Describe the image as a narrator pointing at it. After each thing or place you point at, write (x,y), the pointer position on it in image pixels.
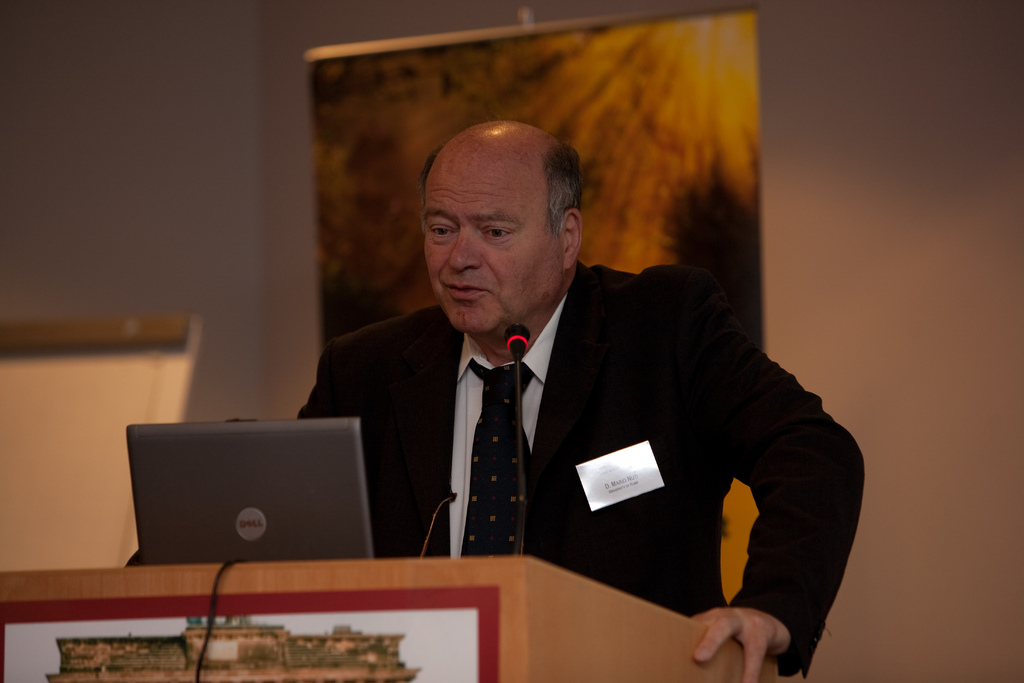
Here we can see a man (505,408) standing at the podium (269,650). On the podium (199,577) we can see a laptop (340,504) and a microphone (519,469). In the background (372,119) we can see a wall (142,253), hoarding (395,119) and an object (64,484).
